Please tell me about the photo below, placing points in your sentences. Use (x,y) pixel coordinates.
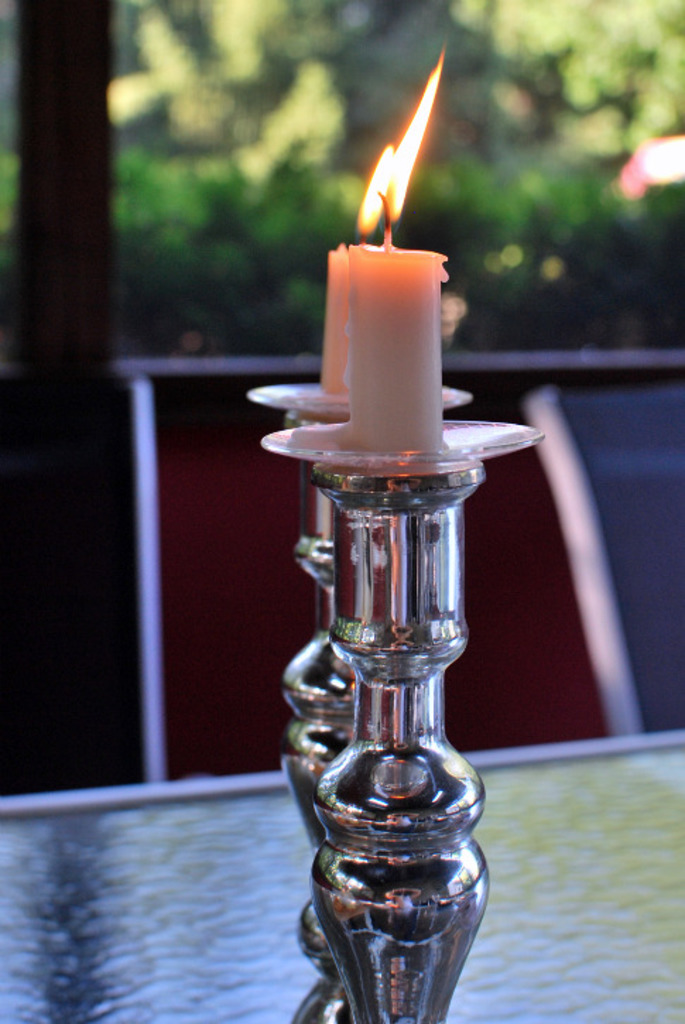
In this picture we can see two candles (437,419) placed on stands (260,392) and these stands (302,663) are placed on a platform (55,933) and in the background (504,104) we can see trees (453,288).
